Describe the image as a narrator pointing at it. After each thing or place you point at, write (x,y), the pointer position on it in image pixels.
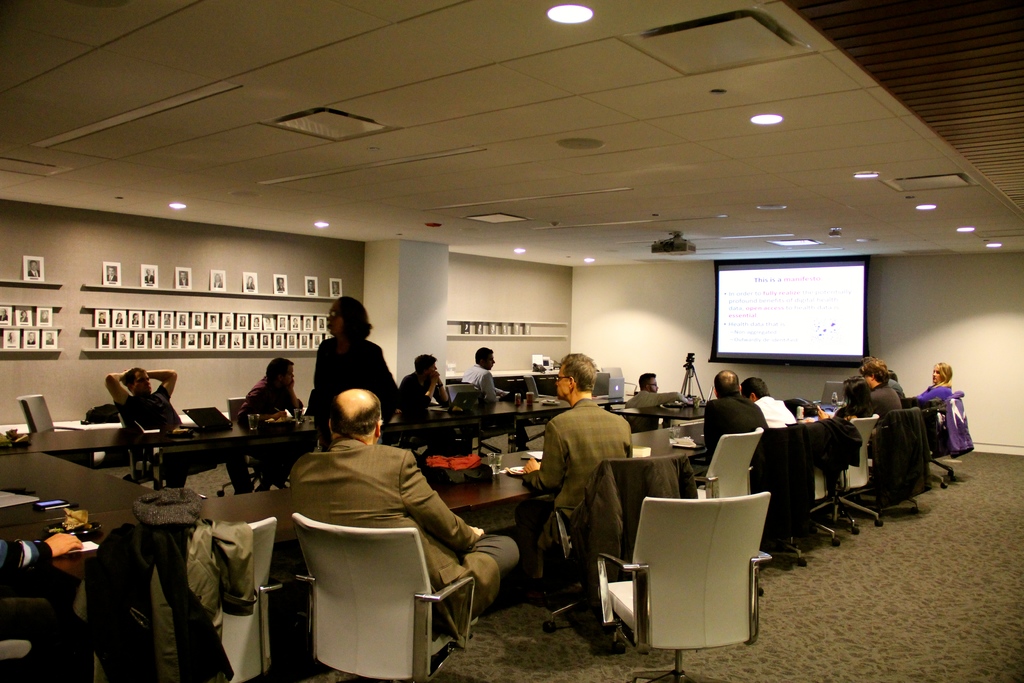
In this image i can see a group of people (363,435) sitting in a conference hall (409,346) and a woman (392,388) standing in the middle of the hall (392,349) and in the background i can see a projection screen (812,257) and to a ceiling (618,62) i can see few lights (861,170) and to the left wall (290,261) i can see some photos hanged into it.
